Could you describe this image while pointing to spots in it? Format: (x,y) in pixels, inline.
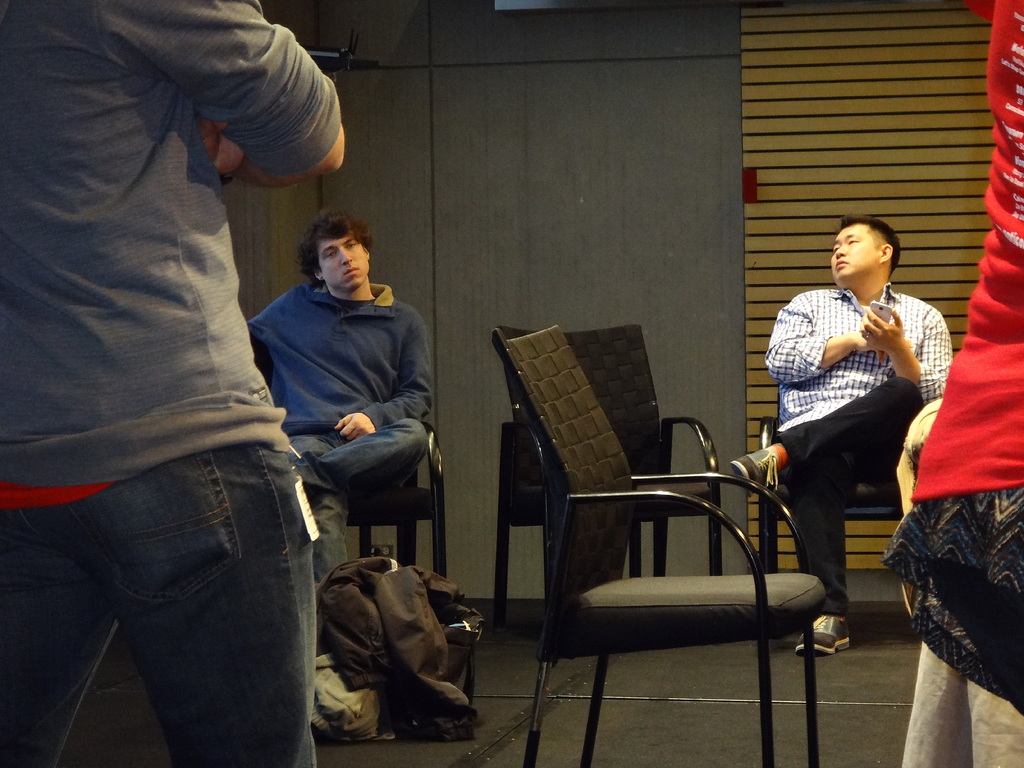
In this picture there are two man (748,474) sitting in the chairs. One of a guy (217,359) is standing on the left side (117,370). We can observe a wall (564,116) in the background (627,172).
